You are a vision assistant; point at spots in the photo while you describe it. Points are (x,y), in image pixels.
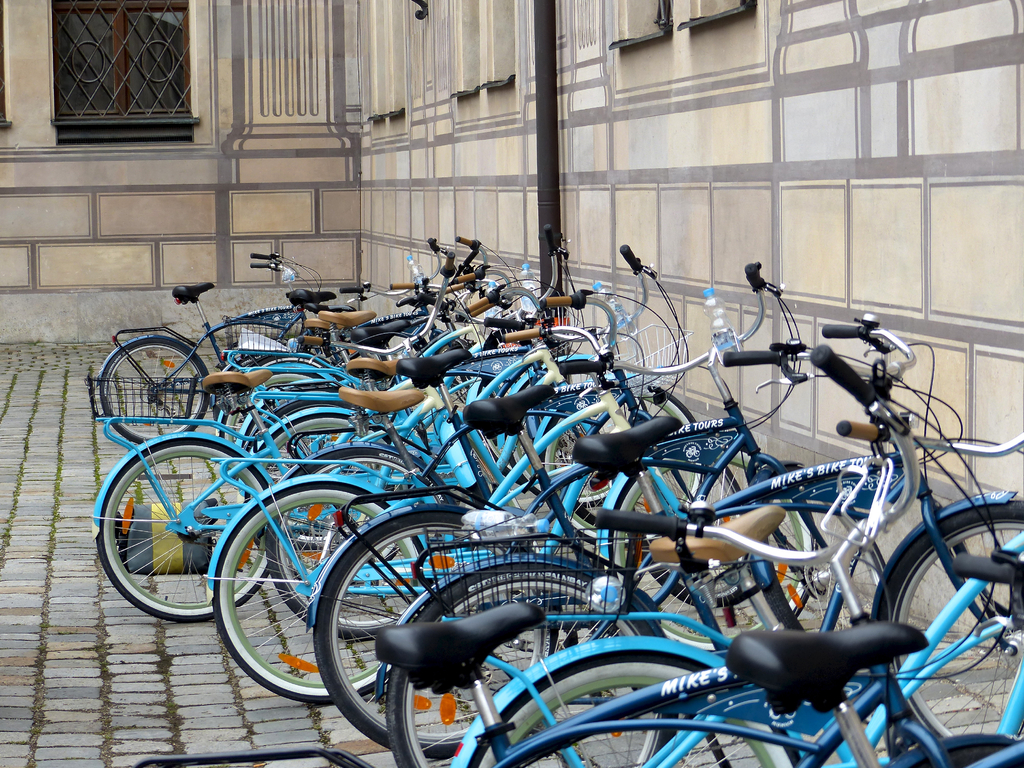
In this image we can see bicycles (391,506) on the ground (50,578), here is the pole (539,137), where is the window (129,78), here is the wall (522,162).
